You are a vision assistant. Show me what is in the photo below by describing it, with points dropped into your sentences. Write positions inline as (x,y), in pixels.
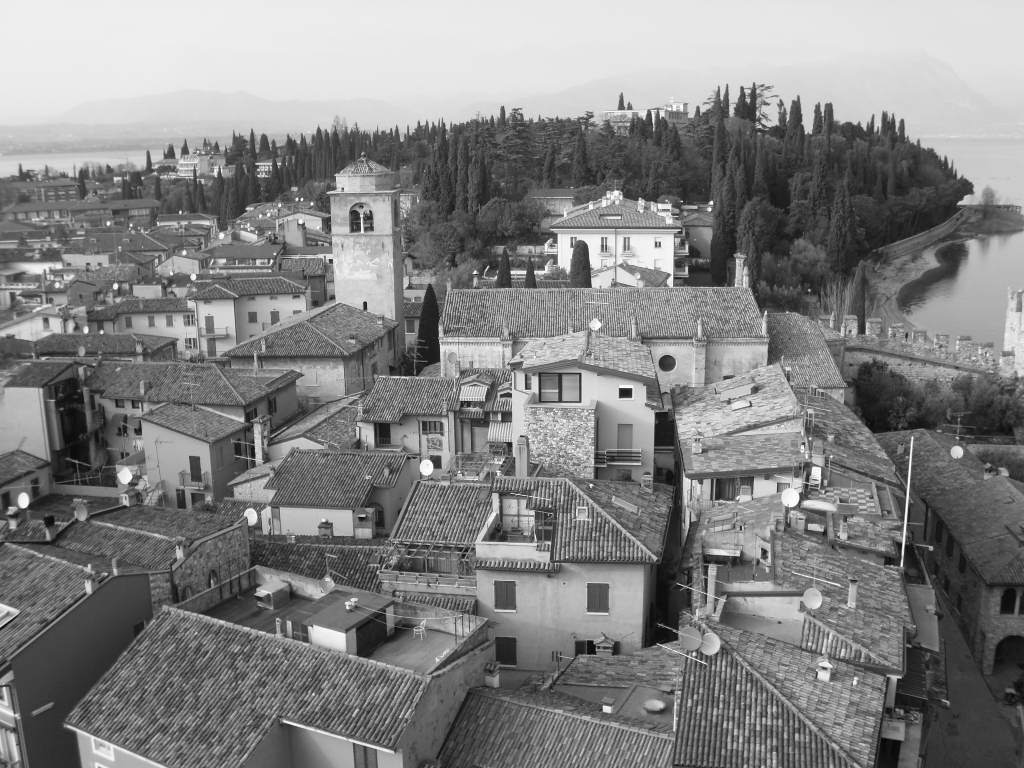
In this image I can see number of buildings (348,450), windows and number of trees (425,204). I can also see this image is black and white in colour.
